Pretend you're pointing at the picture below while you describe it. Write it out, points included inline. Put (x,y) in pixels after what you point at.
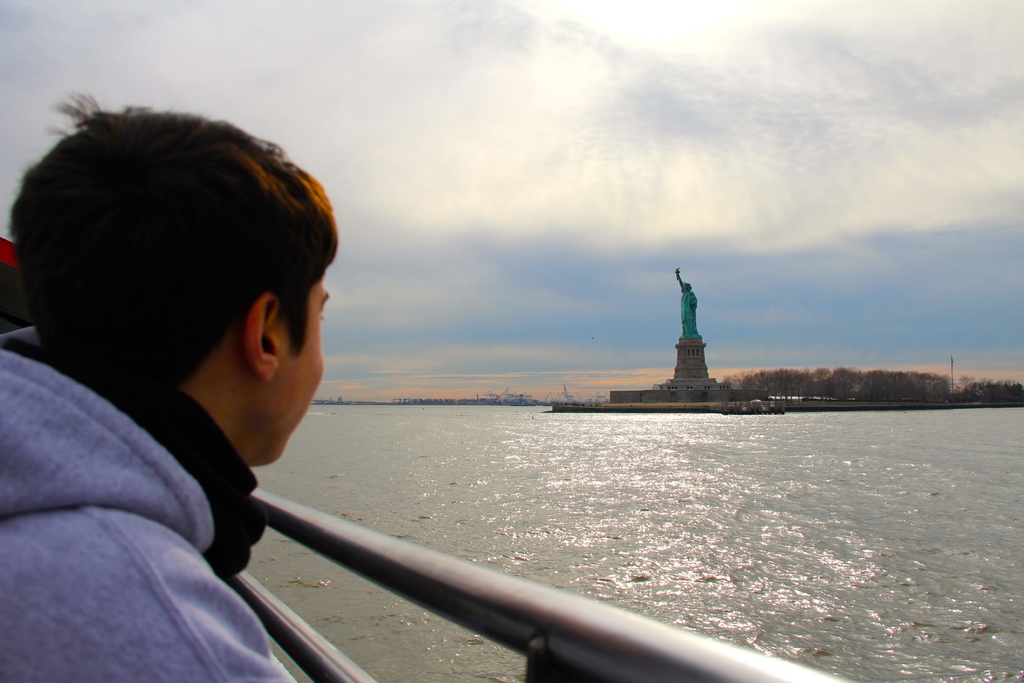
In this picture we can see a person (142,431) standing besides the fence (476,609). This is the river (817,551). And we can see a sculpture (688,326) here. On the background (802,380) there are some trees (924,388). And this is the sky (479,179).
